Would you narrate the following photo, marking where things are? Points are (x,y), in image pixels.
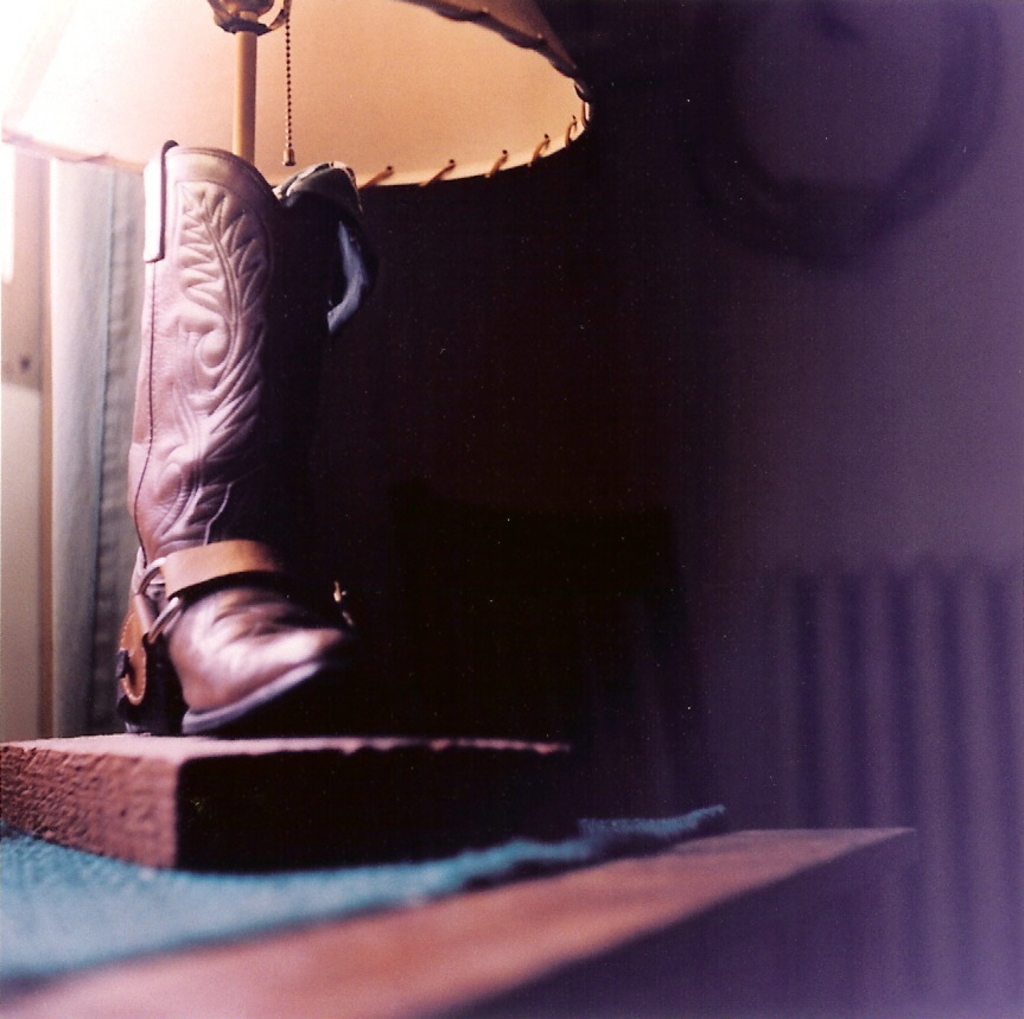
In this image on the left side (260,373) there is one boot (268,372) and there is a lamp (225,88), table (818,900), cloth (116,915) and one board (504,786). And in the background (437,444) there is wall (20,444), curtain (80,276) and window (32,206).
